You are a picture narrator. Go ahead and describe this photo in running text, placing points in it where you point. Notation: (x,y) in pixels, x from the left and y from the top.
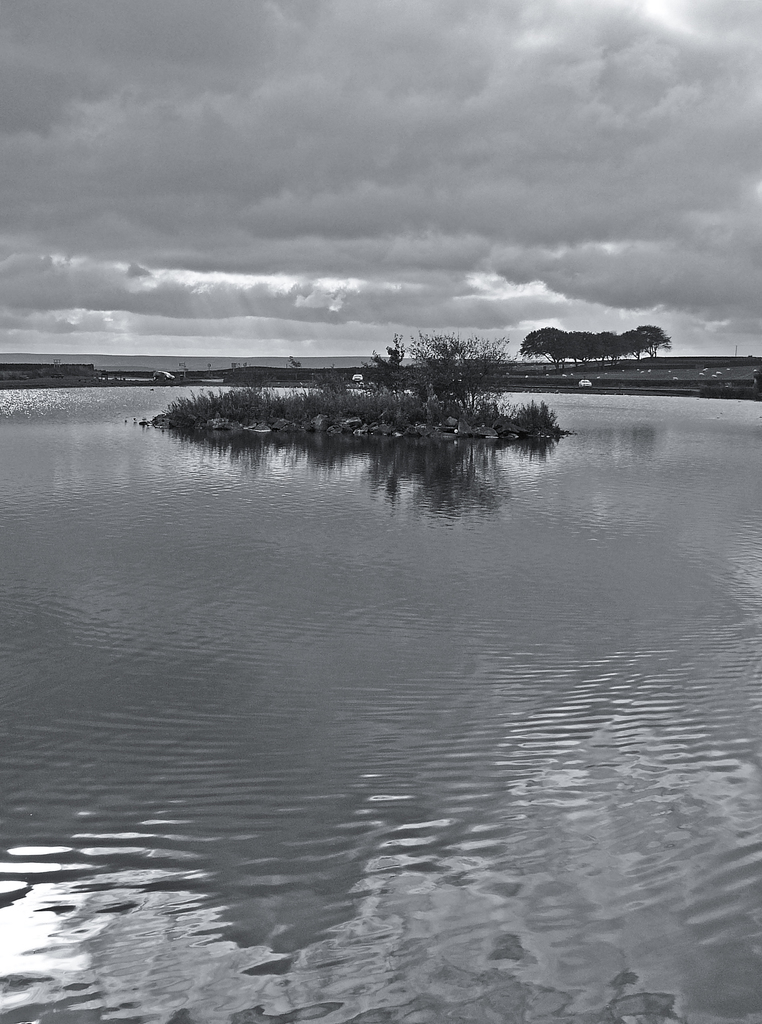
In this picture we can see water (262,582), plants (257,412) and trees (380,370). In the background of the image (133,332) we can see trees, cars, objects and sky (333,181) with clouds (329,207).
